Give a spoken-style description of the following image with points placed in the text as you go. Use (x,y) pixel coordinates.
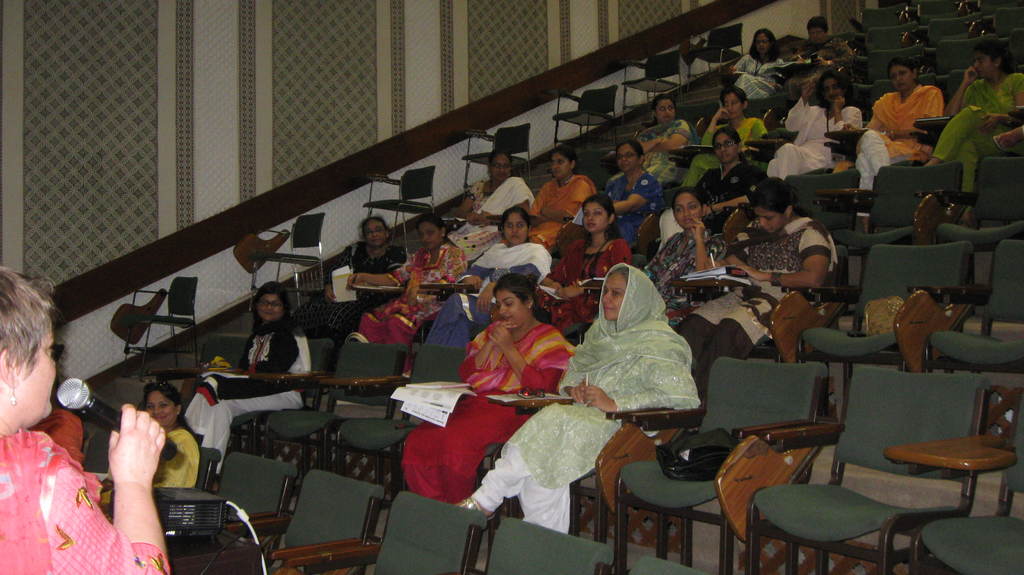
The image seems like a auditorium (481,160) in which there are chairs (944,73) in it. on the chairs (719,51) there are few women (568,437) sitting on it. And there is a woman (62,552) in front of them who is speaking with the mic (95,402) in her hand (139,480).
